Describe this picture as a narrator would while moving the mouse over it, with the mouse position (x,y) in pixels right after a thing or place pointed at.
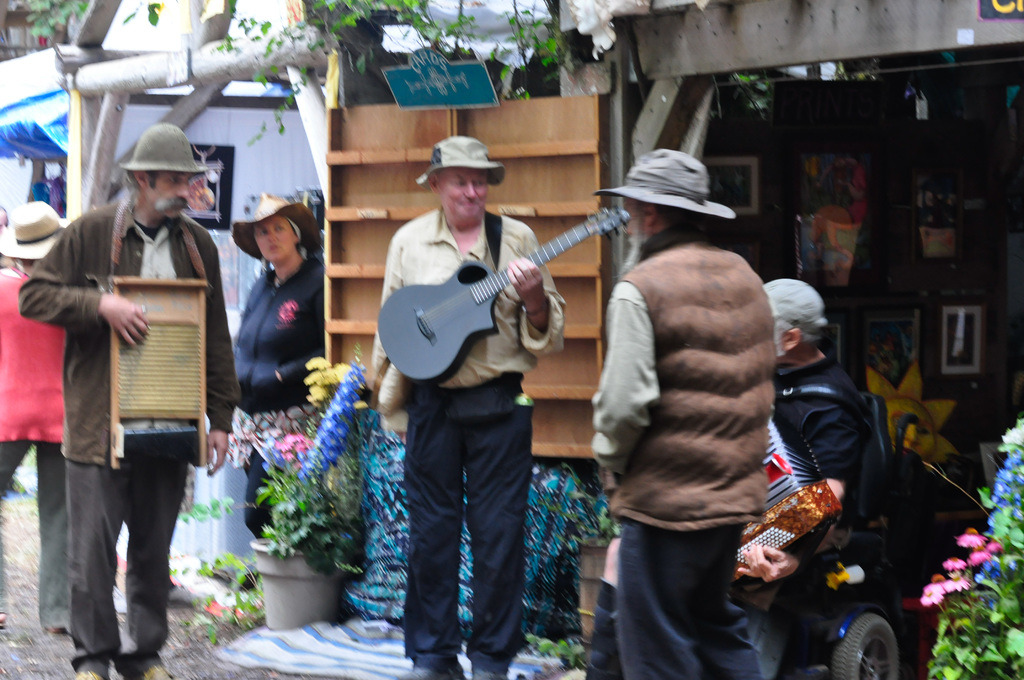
In this image there are people (655,646) standing on a road (273,679) and few are holding musical instruments (436,373), in the background (121,135) there are shops (974,215) in that shops (346,168) there are flower vases (333,540).
